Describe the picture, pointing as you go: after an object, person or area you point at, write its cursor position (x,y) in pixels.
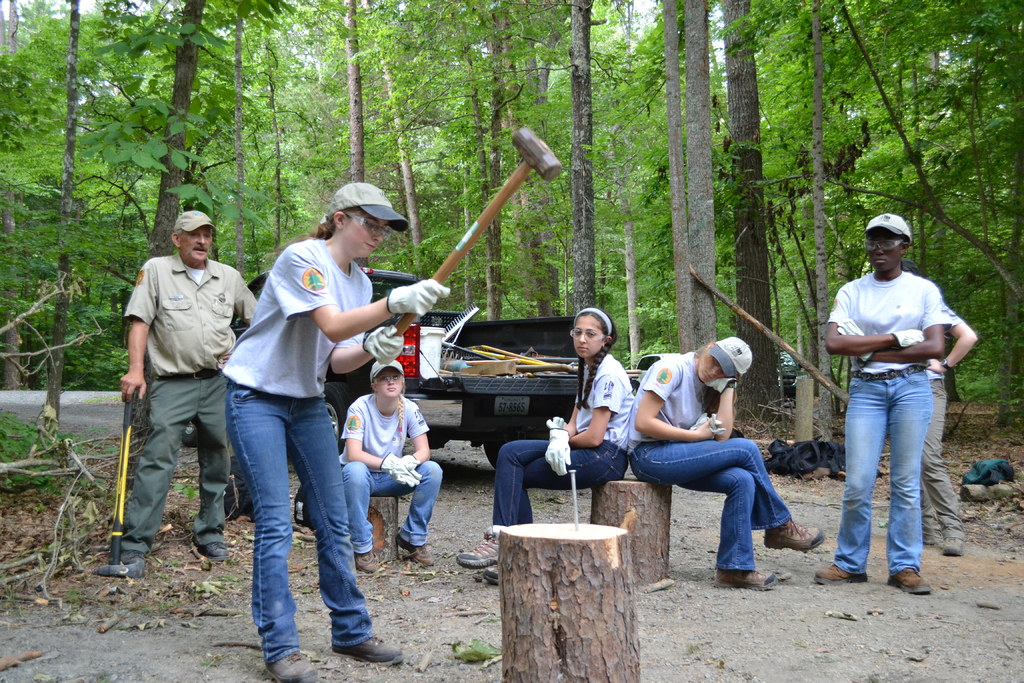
In this image we can see a few people (161,463), some of them are sitting on the wooden stumps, two persons (322,401) are holding hammers (445,275), there is a nail (577,512) on a stump (550,538), there are some objects (437,352) on the vehicle (416,393), there are bags (303,500), trees (713,100), plants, also we can see the sky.
